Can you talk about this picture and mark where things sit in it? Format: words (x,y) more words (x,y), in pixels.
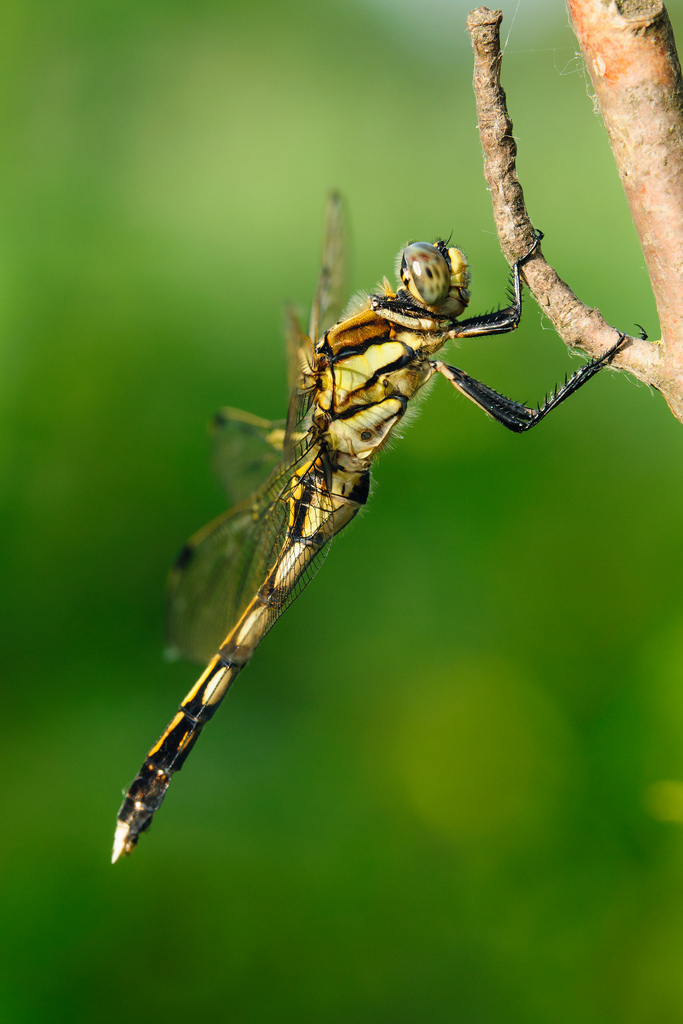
In this image I can see a insect (324,459) which is in yellow and black. Insect (344,395) is on the branch (492,145). Background (245,109) is in green color.
